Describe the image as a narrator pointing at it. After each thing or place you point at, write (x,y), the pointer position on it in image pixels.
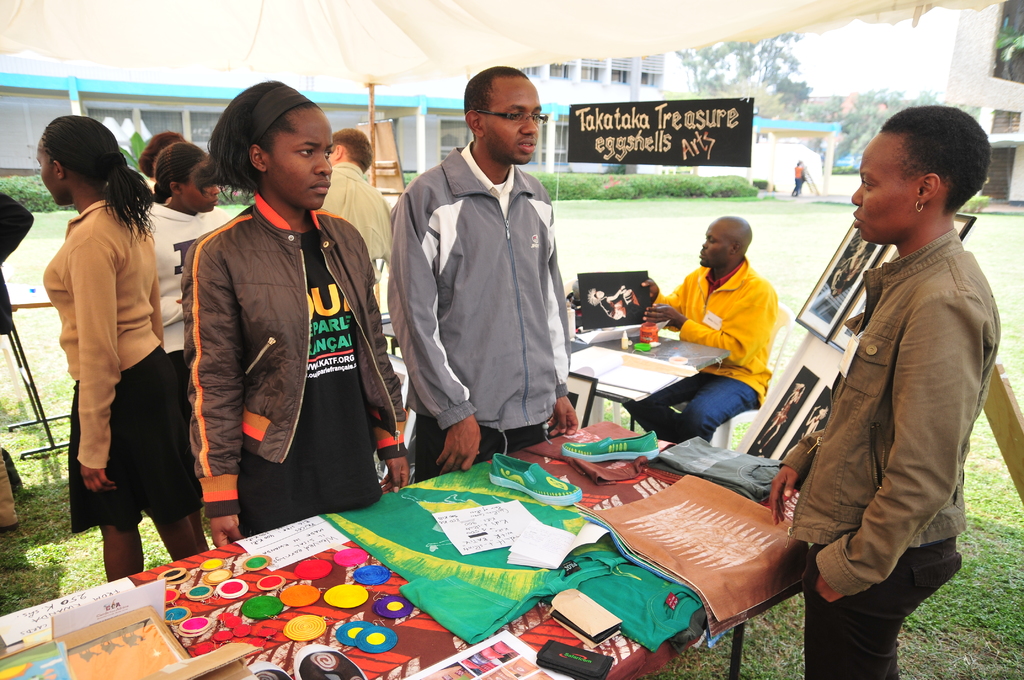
In this image I can see in the middle (344,391) a girl (321,366) is standing, she wore coat (366,375). Beside her a man (487,280) is also standing, he wore sweater (499,285), there are things (501,665) on this table (523,594). Behind them there is a building (356,124) and on the right side (703,191) there are bushes (650,184).
